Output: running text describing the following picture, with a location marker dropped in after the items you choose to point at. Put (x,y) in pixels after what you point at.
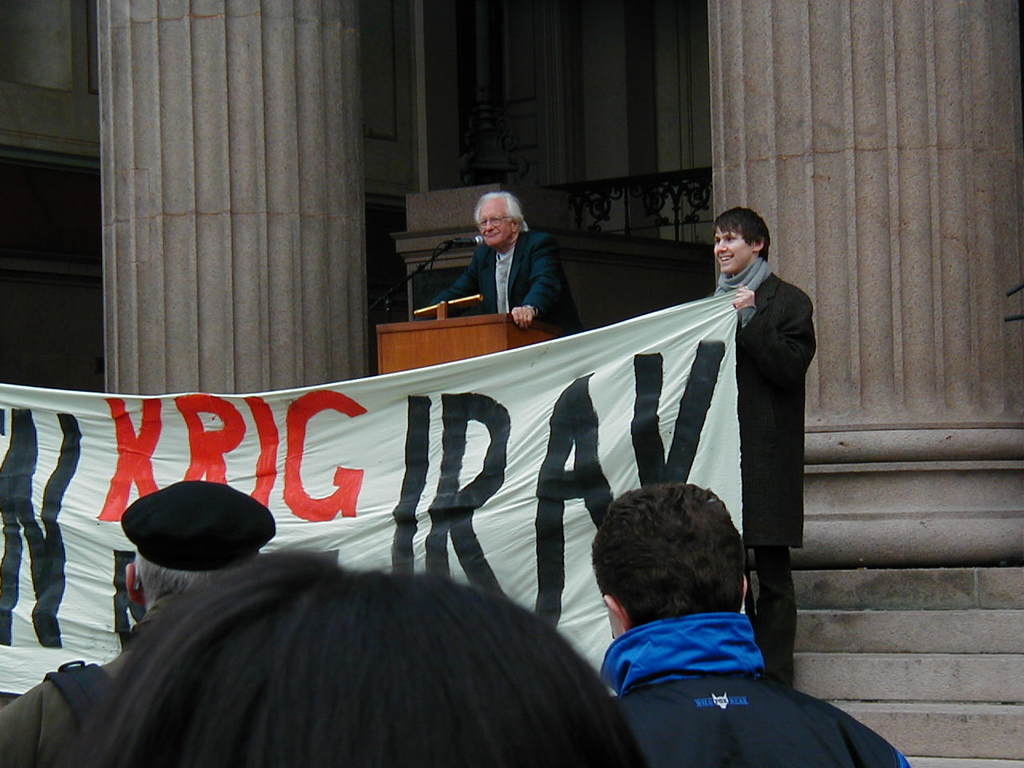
In the picture I can see a man (778,282) standing on the staircase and he is holding the banner cloth (665,348) in his hand (747,297). There is a man (499,260) standing in front of the wooden podium (472,338) and looks like he is speaking on a microphone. I can see three persons (551,708) at the bottom of the picture (527,697). In the background (759,162), I can see the pillars (240,106) and the metal grill fence (645,185).
